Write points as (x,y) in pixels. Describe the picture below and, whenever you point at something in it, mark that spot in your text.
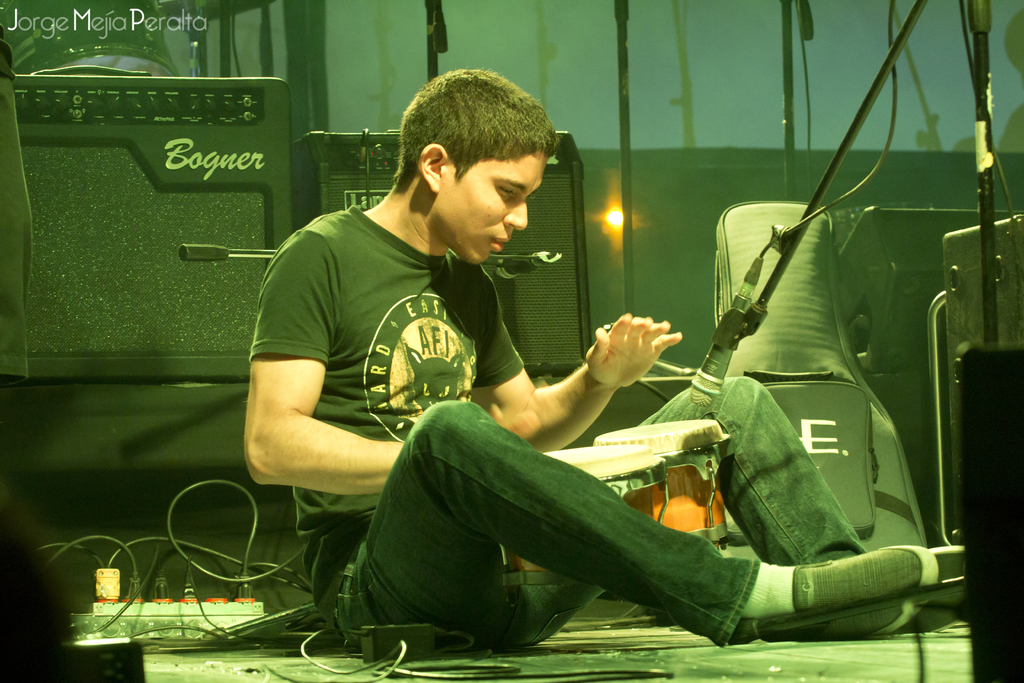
In this picture we can see a man (475,429) sitting, bag (766,349), drums (665,447), cables (215,554) on the floor (652,658) and in front of him we can see a mic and in the background (887,217) we can see speakers (63,114), some objects (974,102).
